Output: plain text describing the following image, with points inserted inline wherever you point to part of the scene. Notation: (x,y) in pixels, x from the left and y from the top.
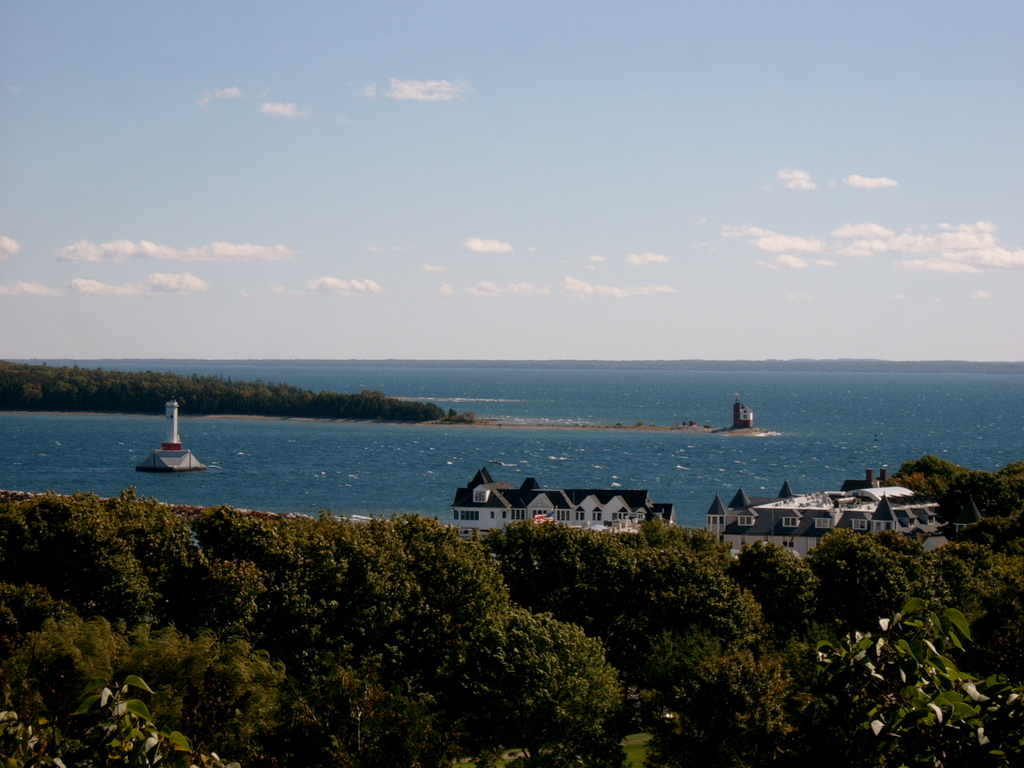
In this image there are trees (546,566) and houses (806,526), behind them there is a lighthouse (161,452) on the water (616,441).
